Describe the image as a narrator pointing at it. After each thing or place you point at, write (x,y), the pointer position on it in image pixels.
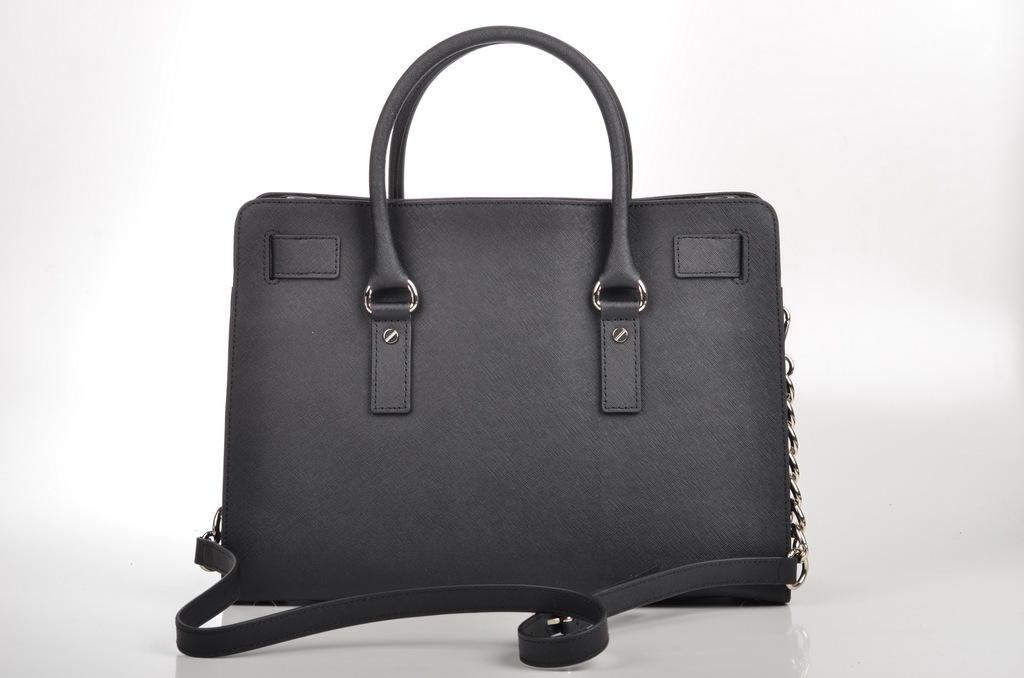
In this picture there is a beautifully designed bag (446,393) and to the right side of it there is a chain (794,408) attached to it.
